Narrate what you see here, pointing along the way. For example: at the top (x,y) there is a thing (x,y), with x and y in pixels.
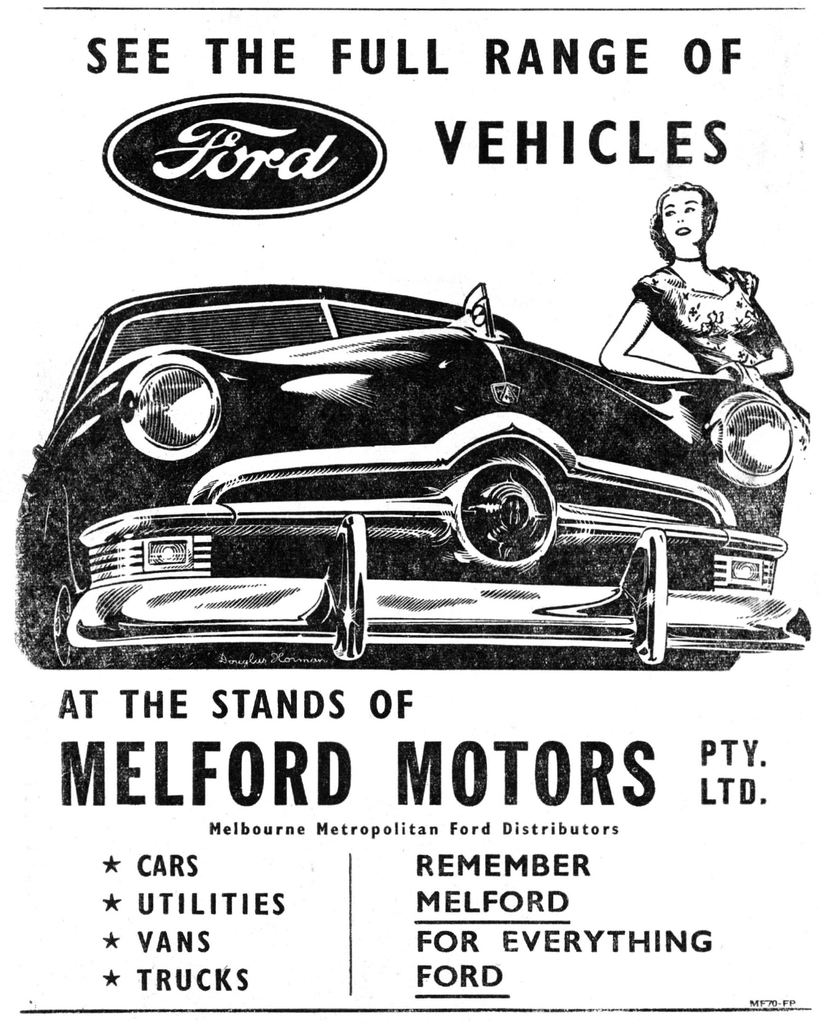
In this image there is a black and white poster (719,234), in that poster (531,344) there is a car (235,624), beside the car (707,408) there is a lady (660,306) and above the car (213,301) and below the car (110,507) there is some text (222,796) written.
